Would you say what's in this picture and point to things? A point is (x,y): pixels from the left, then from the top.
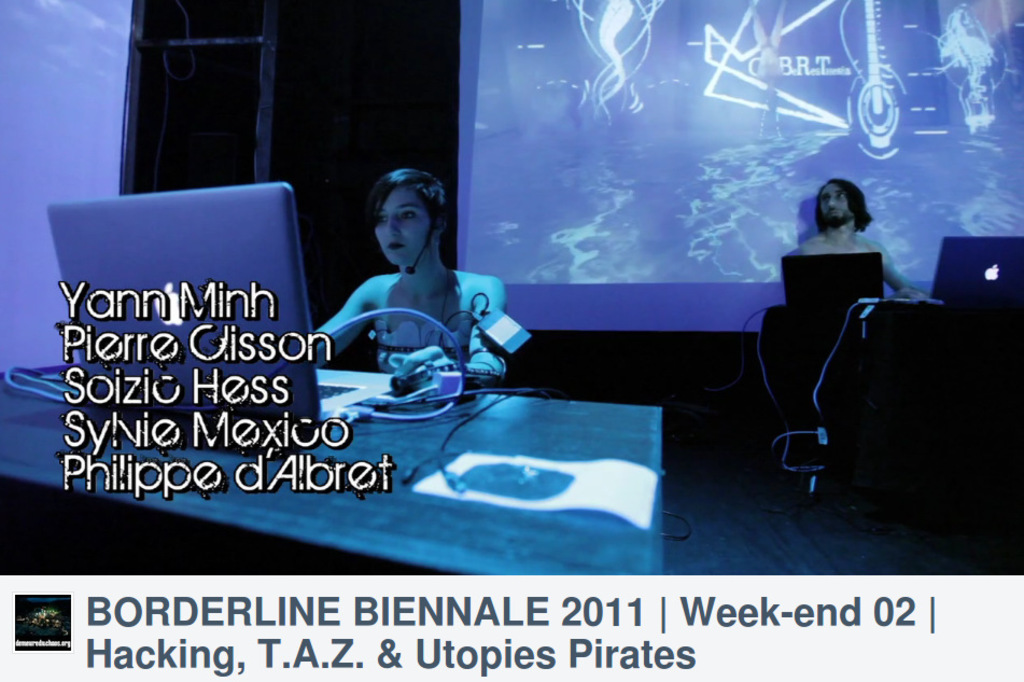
In the image we can see a picture (489,298). In it we can see a girl (385,291) and a boy (834,226) sitting. Here we can see electronic devices (189,242), cable wire (417,402), projected screen (626,192) and the text (176,361).
